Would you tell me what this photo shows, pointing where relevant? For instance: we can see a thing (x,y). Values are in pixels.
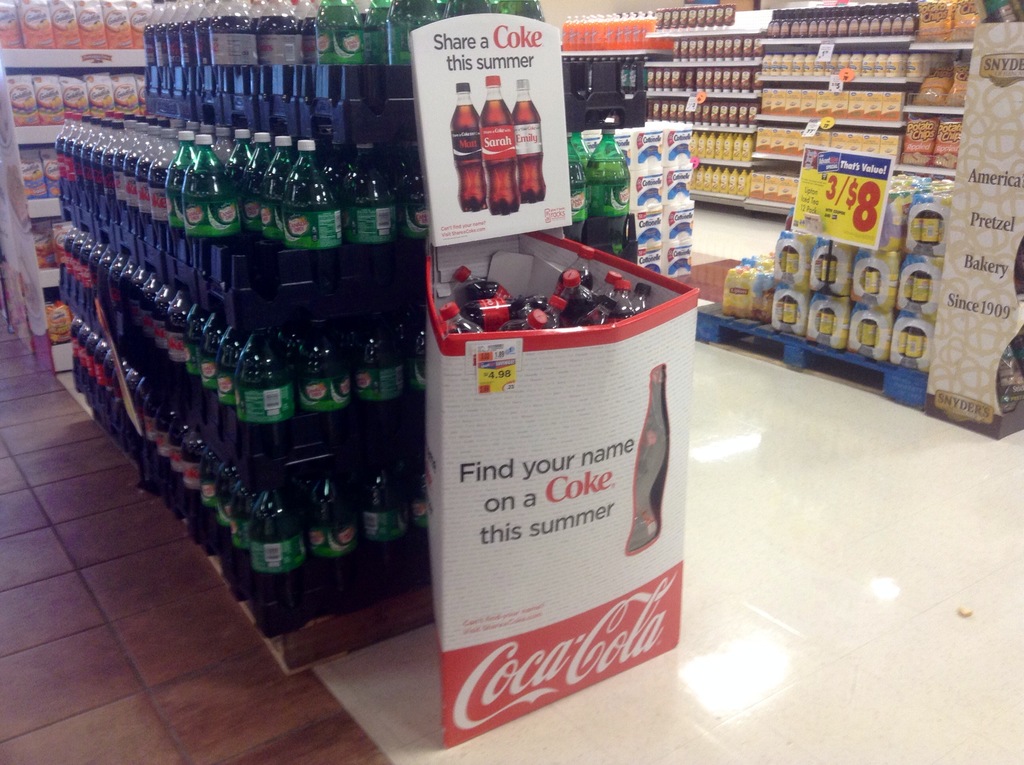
In this image there are bottles (286,530) in the cupboard (239,81) and at the back (936,250) there are different product boxes (928,250), bottles (783,267) in the cupboard (663,94) and at the top (443,69) there is a hoarding (530,135) and there is a poster (869,189) at the back (844,196).
